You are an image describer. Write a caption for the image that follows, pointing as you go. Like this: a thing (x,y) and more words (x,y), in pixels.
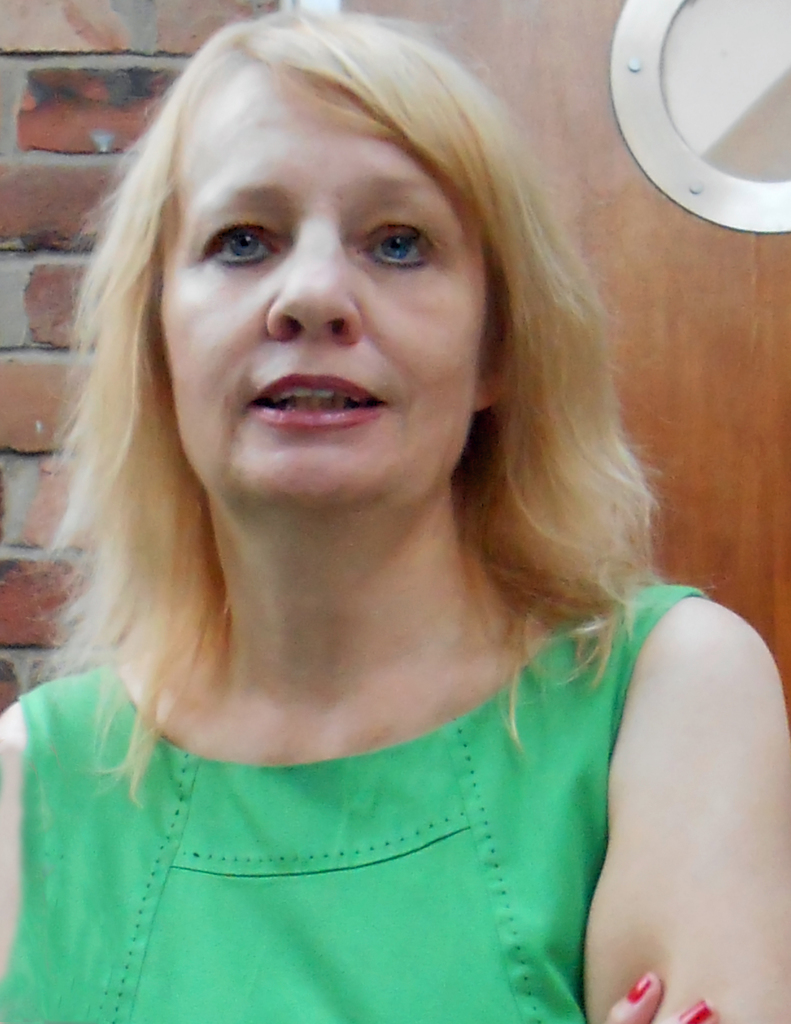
This is a zoomed in picture. In the foreground (380,610) there is a person (342,840) wearing green color dress (523,860). In the background (575,67) we can see a wooden object (492,73) and a brick wall (31,295).
